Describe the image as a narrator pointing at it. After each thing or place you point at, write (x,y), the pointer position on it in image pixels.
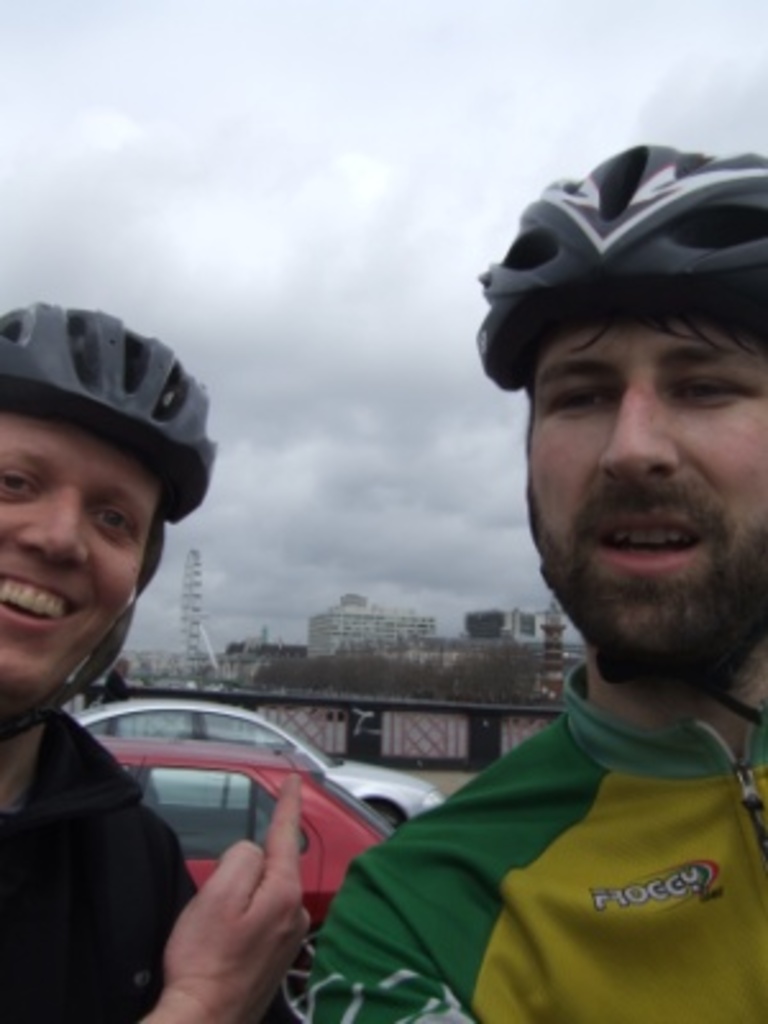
On the left side (121,853), there is a person (128,596) wearing a helmet (141,421), smiling and showing a finger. On the right side (699,767), there is a person (737,824) wearing a helmet (652,196) and speaking. In the background (387,830), there are vehicles (387,830), buildings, a giant wheel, trees (303,682) and there are clouds (437,616) in the sky (437,616).
